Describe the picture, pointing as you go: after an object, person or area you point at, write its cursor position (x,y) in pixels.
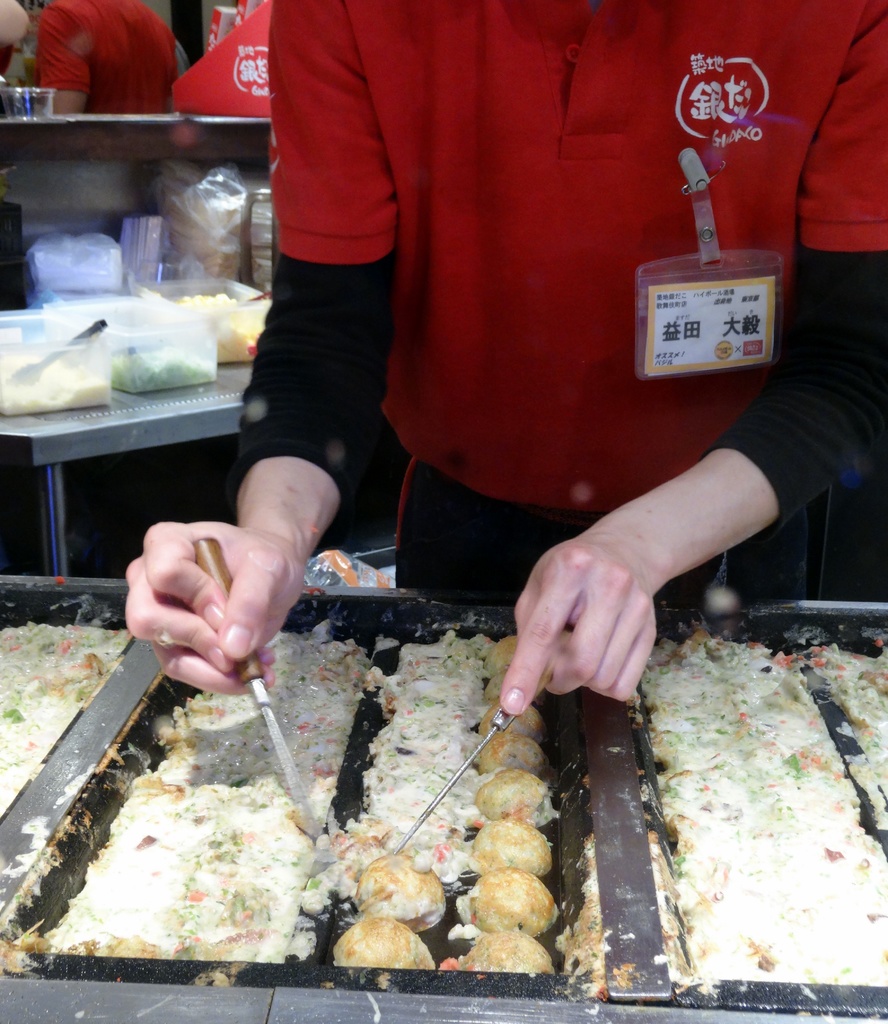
There is a person (545,34) in red color t-shirt (575,147), holding two objects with both hands (586,671) and keeping them on the food items (333,699). In the background (195,298), there are boxes (80,320) having food items (34,383) and there are other objects (201,97).
